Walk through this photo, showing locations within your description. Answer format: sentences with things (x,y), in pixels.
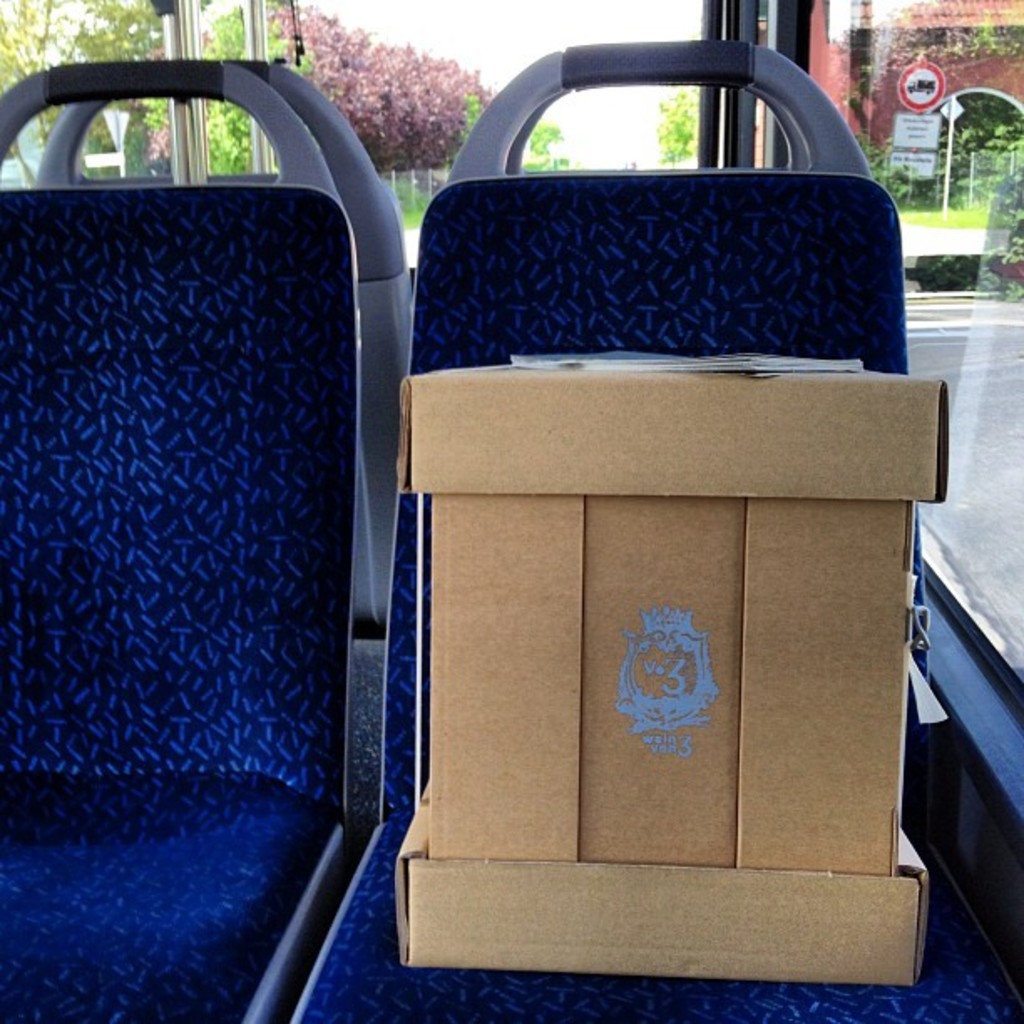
These are the chairs (425,644) in blue color, inside a vehicle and behind this, there are trees (386,151).
